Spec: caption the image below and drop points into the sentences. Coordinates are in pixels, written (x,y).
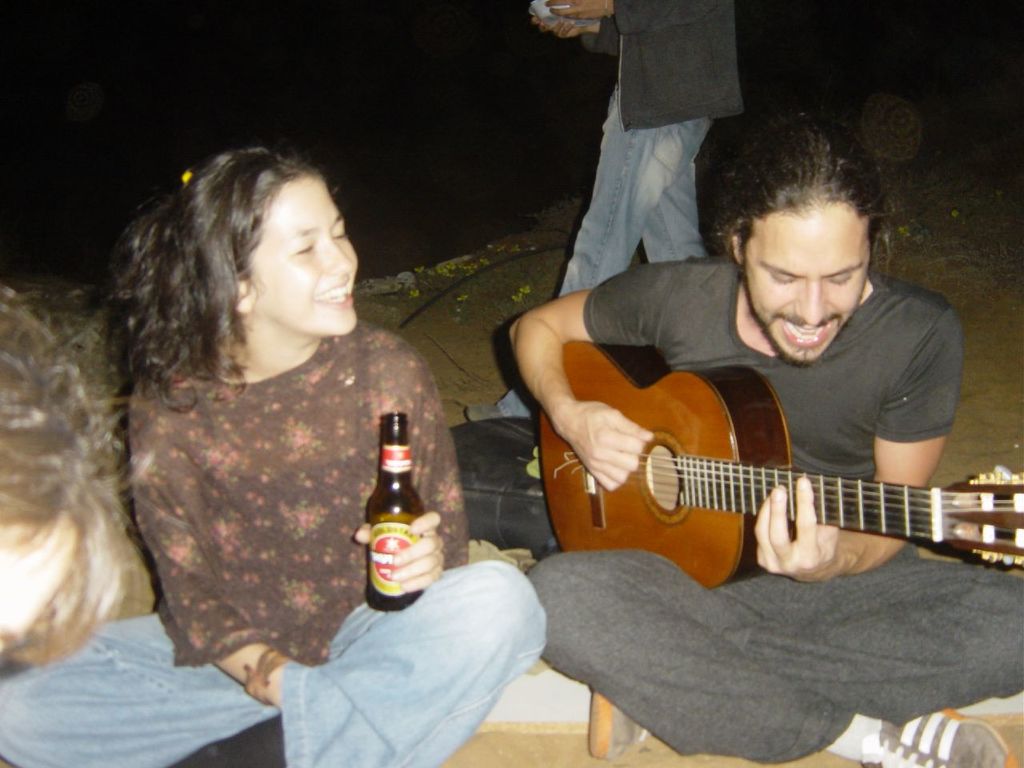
In this picture we can see a woman (160,719) and a man (621,469) sitting on the floor (554,740). He is playing guitar (705,487) and she hold a bottle (370,576) with her hand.
